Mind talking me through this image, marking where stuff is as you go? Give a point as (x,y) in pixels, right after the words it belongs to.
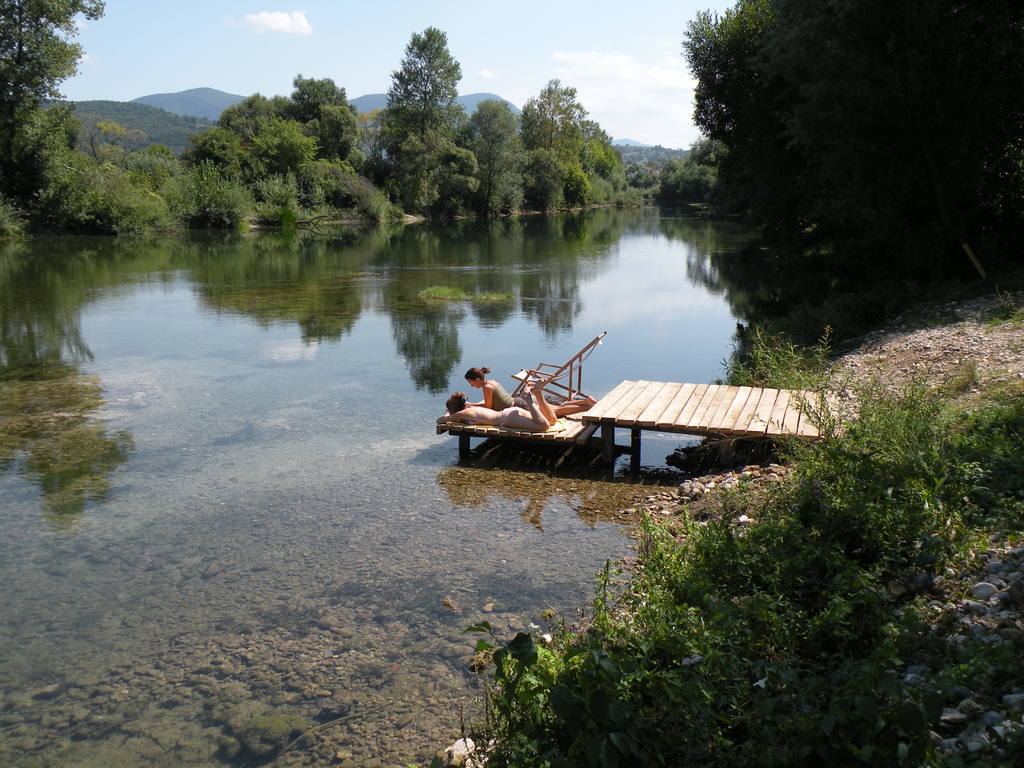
In this image there is the sky (355,54) towards the top of the image (556,55), there are clouds (672,102) in the sky (522,81), there are mountains (209,97), there are trees (606,166), there is water (209,581) towards the left of the image (133,474), there are plants (774,606) towards the bottom of the image (766,532), there are stones (961,611) towards the right of the image (980,610), there is a chair (571,366), there are two women (531,402) lying on the wooden surface (625,425).
